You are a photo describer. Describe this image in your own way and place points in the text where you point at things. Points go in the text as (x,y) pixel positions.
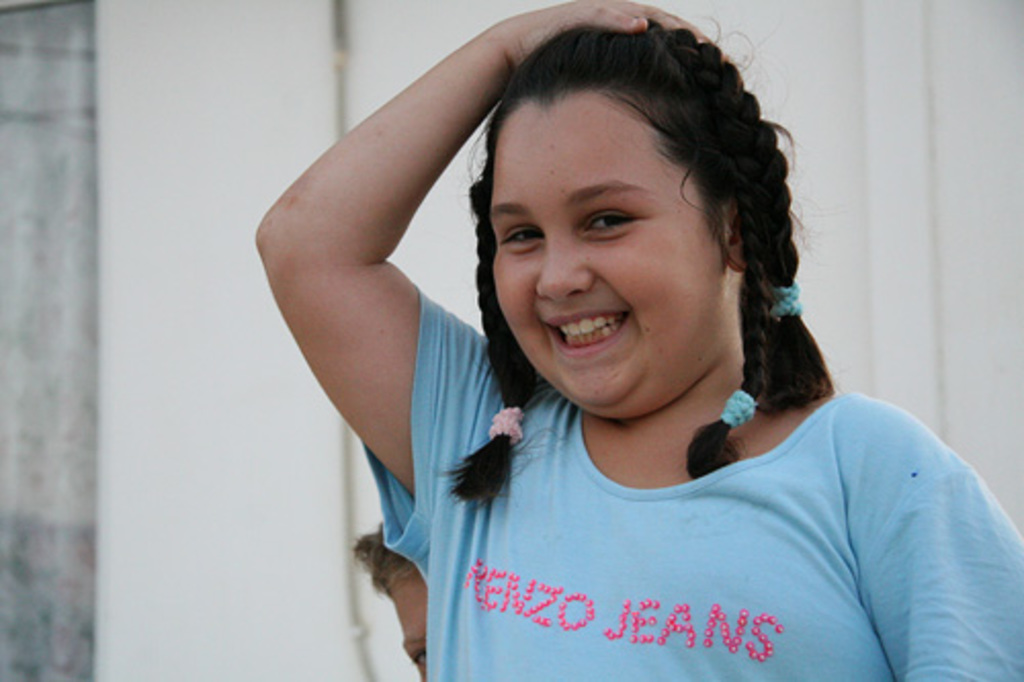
In this picture in the middle (360,286), we can see a girl (700,527) wearing a blue color shirt (773,535) and she is also keeping her hand (514,44) on her head (662,120), we can also see a person (406,583). In the background (206,21), we can see a wall (890,304) which is in white color.
